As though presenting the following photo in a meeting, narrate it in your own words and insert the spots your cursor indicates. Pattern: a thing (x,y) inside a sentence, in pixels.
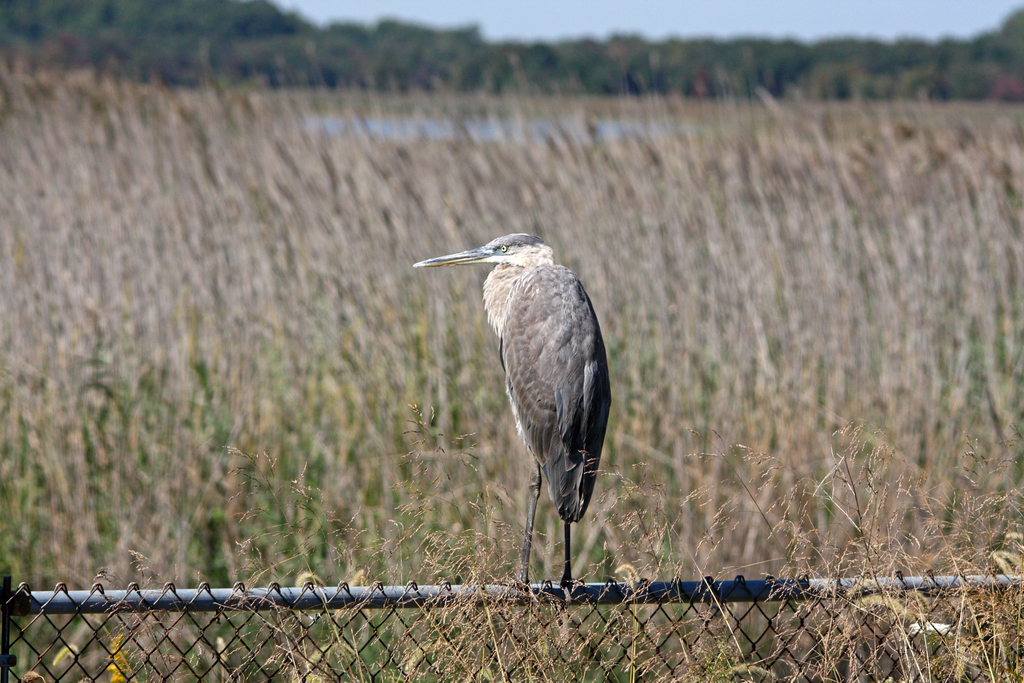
In the background (803,10) we can see the sky (822,10), trees (751,54). In this picture we can see the field (599,152). At the bottom portion of the picture (496,609) we can see the fence (572,596) and we can see a bird (541,290) on a pole (77,598).
